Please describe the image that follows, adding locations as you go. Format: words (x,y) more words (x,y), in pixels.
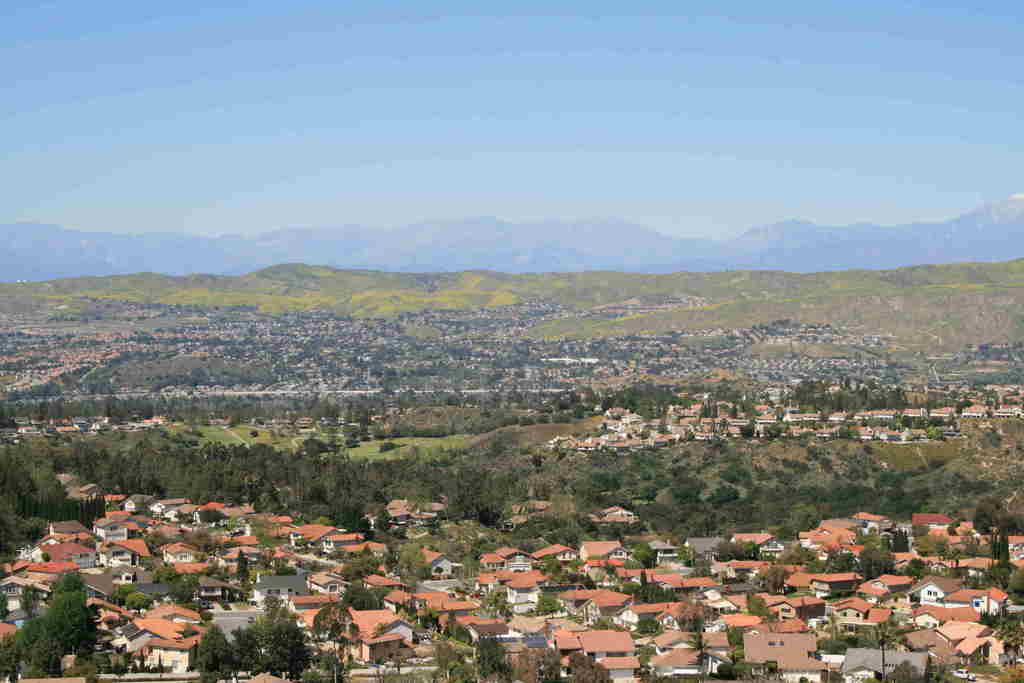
In this picture we can see many houses (14,597) and trees (374,396) from left to right. Sky (334,176) is blue in color.
